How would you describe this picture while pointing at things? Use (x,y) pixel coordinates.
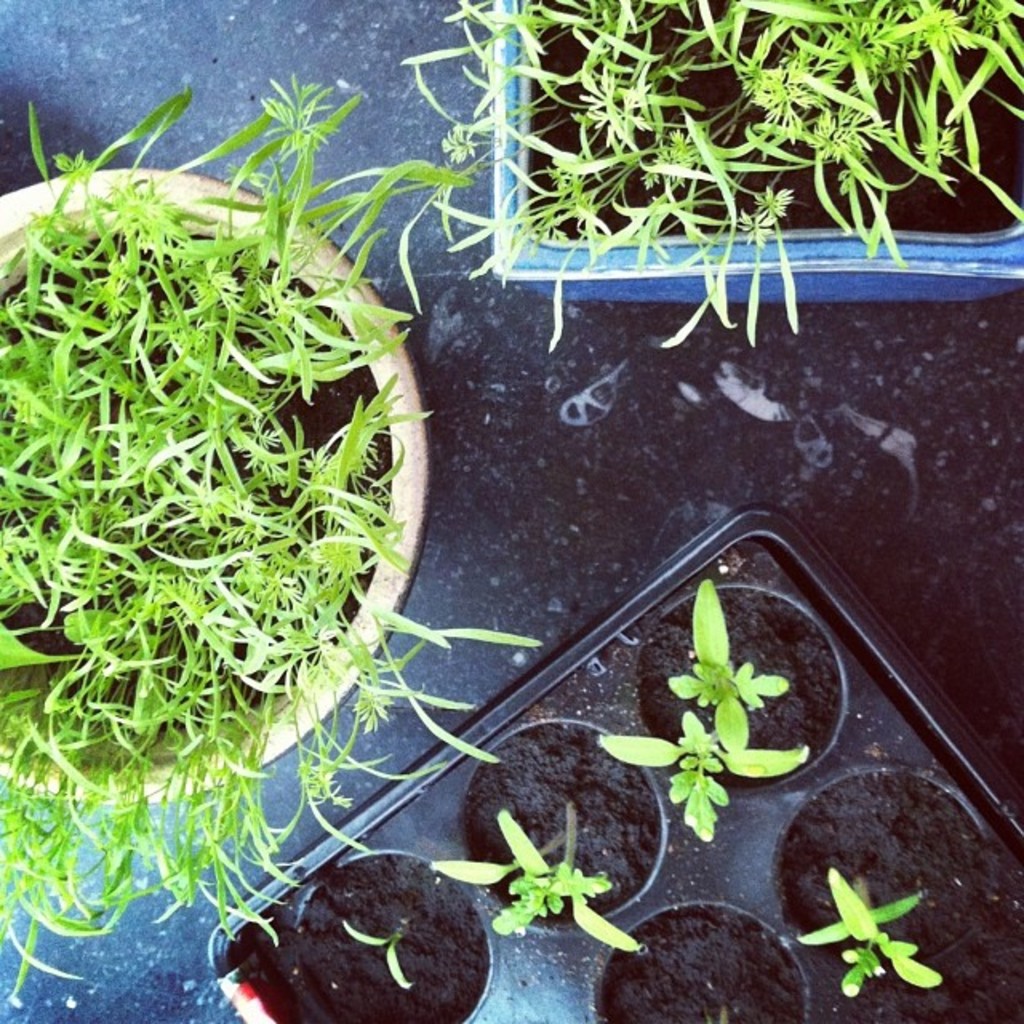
At the bottom of the picture (713,932), we see a tray (667,867) containing the soil (390,911) and the plants (573,828). On the left side (182,426), we see a plant pot (193,548). In the right top (1021,165), we see a plant pot (824,284) in blue color. In the background (625,428), it is grey in color.
